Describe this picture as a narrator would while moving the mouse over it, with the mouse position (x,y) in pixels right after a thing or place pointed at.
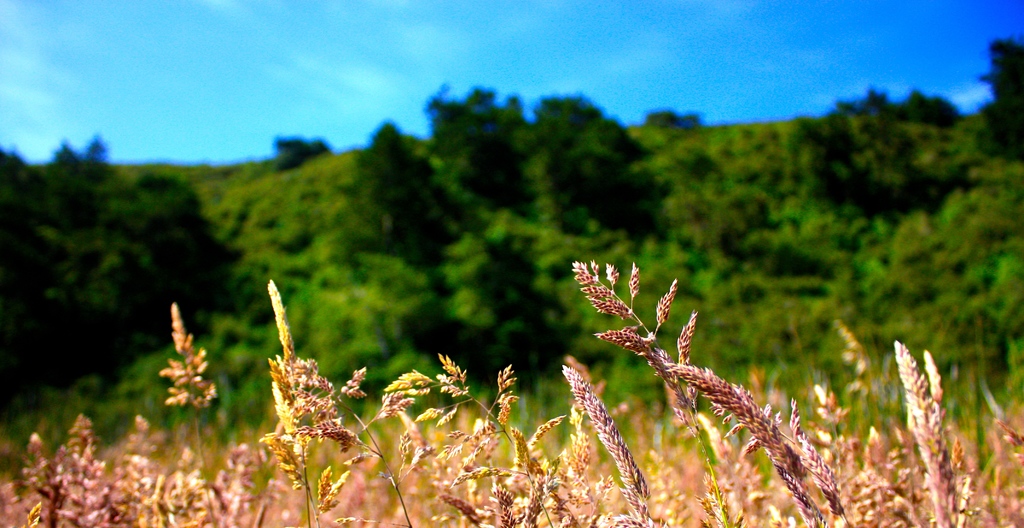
There are few plants (731,429) and the background of the plants (319,504) has a lot of greenery (545,237).
